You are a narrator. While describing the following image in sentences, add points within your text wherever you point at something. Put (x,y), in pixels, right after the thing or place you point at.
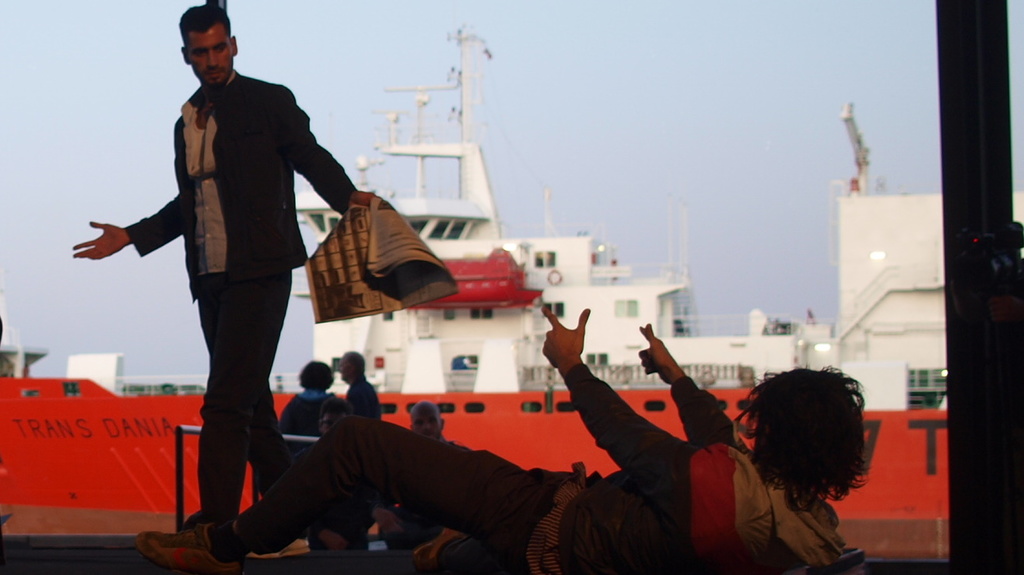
In this image we can see a person (247,394) standing on the floor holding some papers (357,286). We can also see a man (557,487) lying down. On the backside (419,423) we can see some people (325,431) standing. we can also see a ship (399,324) and the sky (553,130) which looks cloudy.
